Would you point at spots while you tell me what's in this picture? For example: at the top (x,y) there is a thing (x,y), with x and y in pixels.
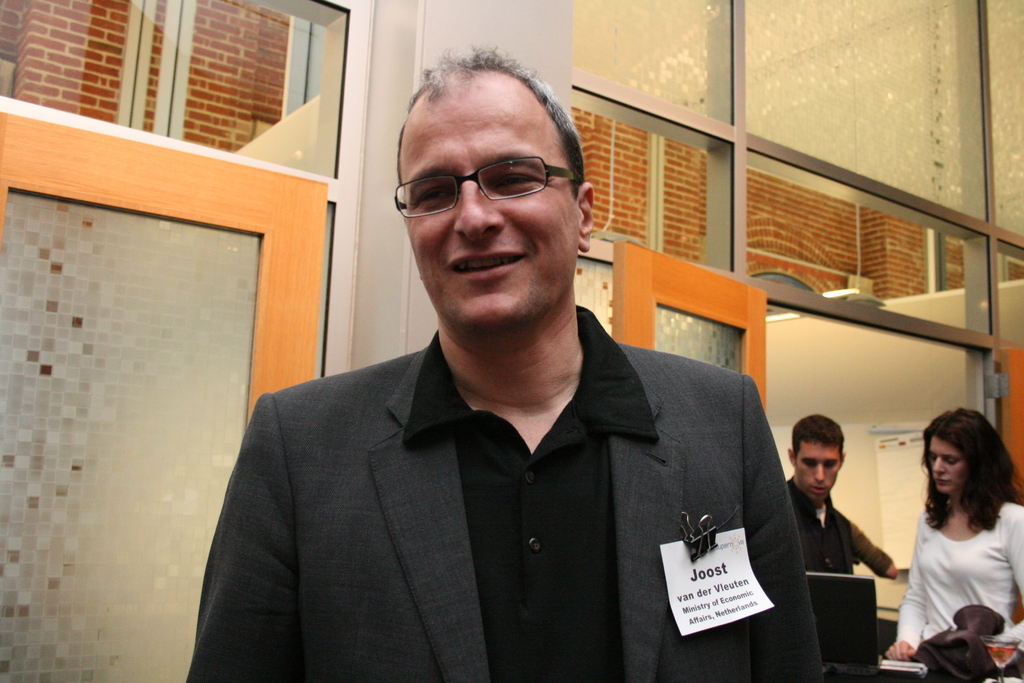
In this image in front (576,444) there is a person (511,437) wearing a smile on his face (530,214). Behind him there are two other people (942,588) standing in front of the laptop (862,633). In the background of the image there is a door (755,335). There are glass windows (830,95). There is a wall (869,473) with the poster (888,466) on it.
